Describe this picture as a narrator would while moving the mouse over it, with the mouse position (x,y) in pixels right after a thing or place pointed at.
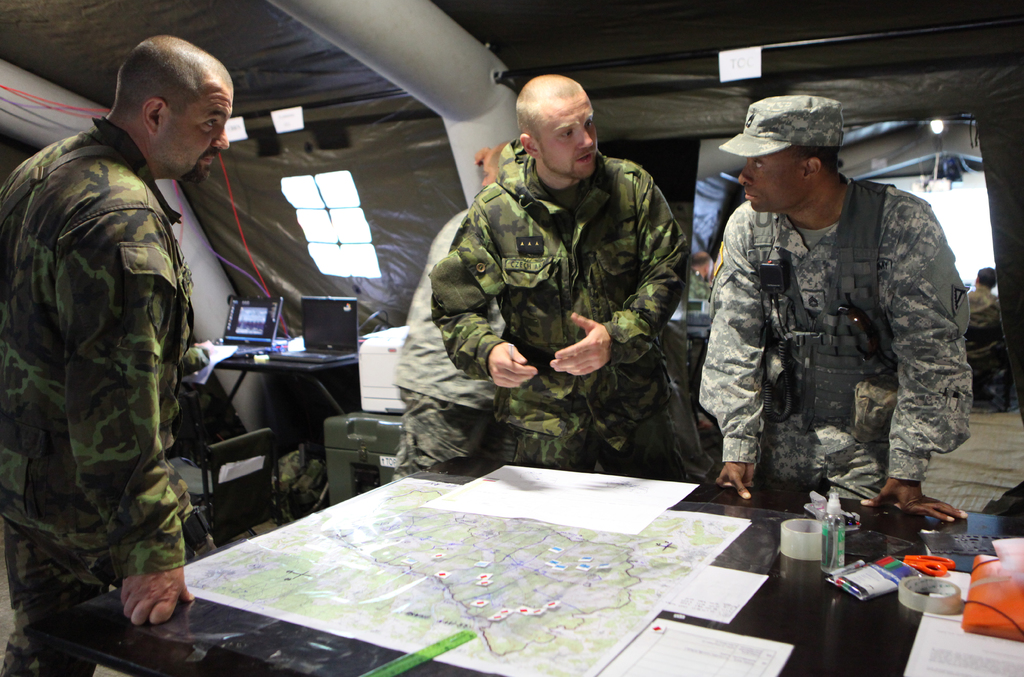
In this image I can see few persons (579,268) standing. I can see a map (602,624) and few papers (931,665) on the table (577,602). I can see two laptops (311,328) on the table (259,368).
